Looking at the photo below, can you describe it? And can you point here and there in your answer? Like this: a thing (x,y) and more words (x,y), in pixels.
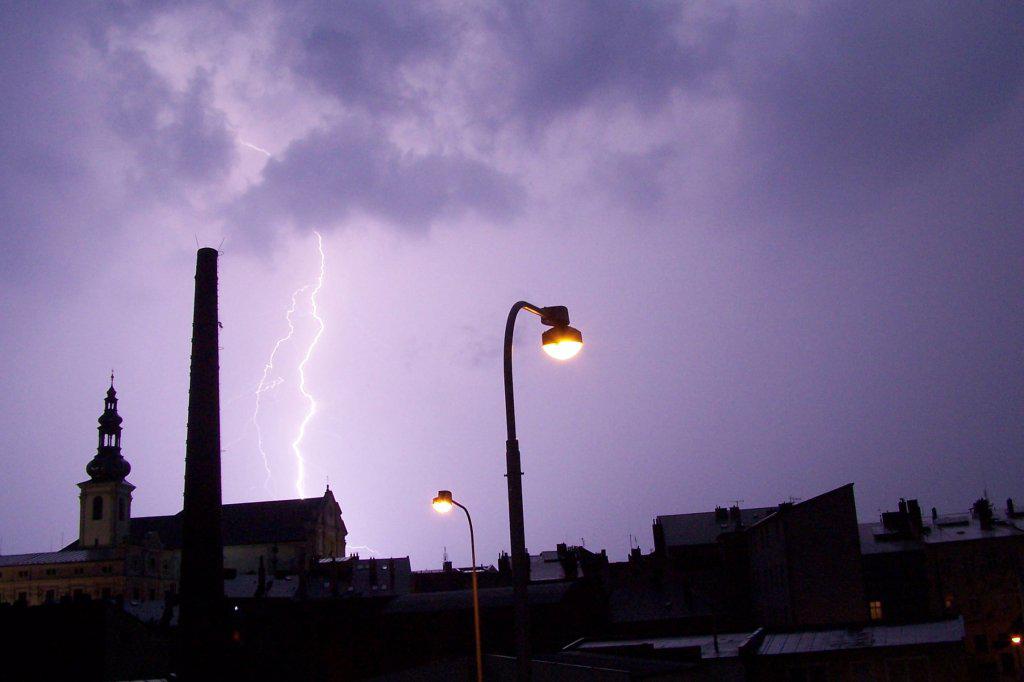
At the bottom of the image (525,582) I can see many buildings (470,603) and two street lights (506,361). In the background (313,368), I can see the thunders (305,423) in the sky (387,431). At the top (288,159), I can see the clouds (313,121).
